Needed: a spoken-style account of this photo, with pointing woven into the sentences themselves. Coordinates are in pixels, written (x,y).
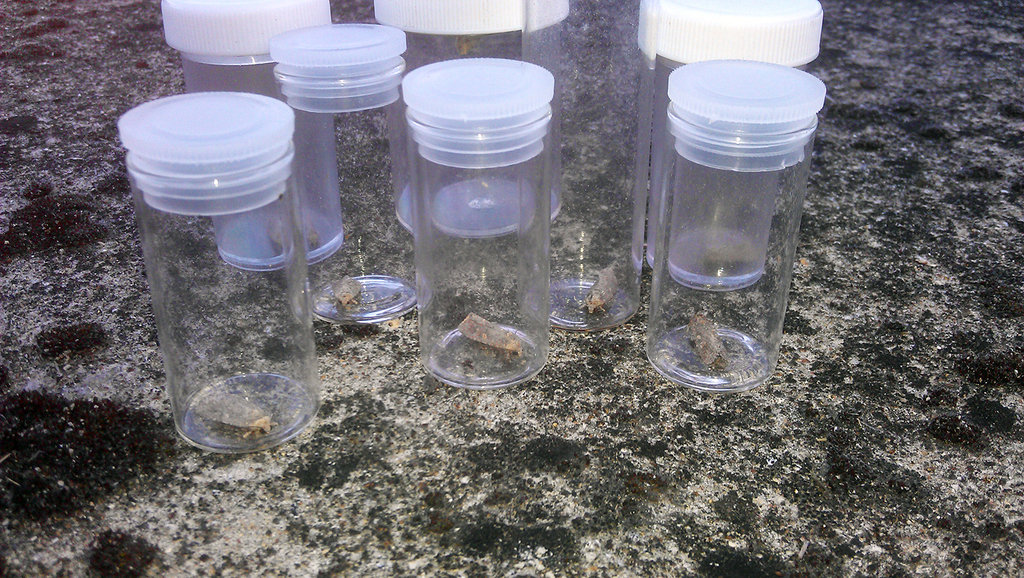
In this image In the middle (485,274) there are many bottles (394,159) inside the bottles (490,367) there are insects (479,340), bottles (520,325) are closed with cap (305,59).
